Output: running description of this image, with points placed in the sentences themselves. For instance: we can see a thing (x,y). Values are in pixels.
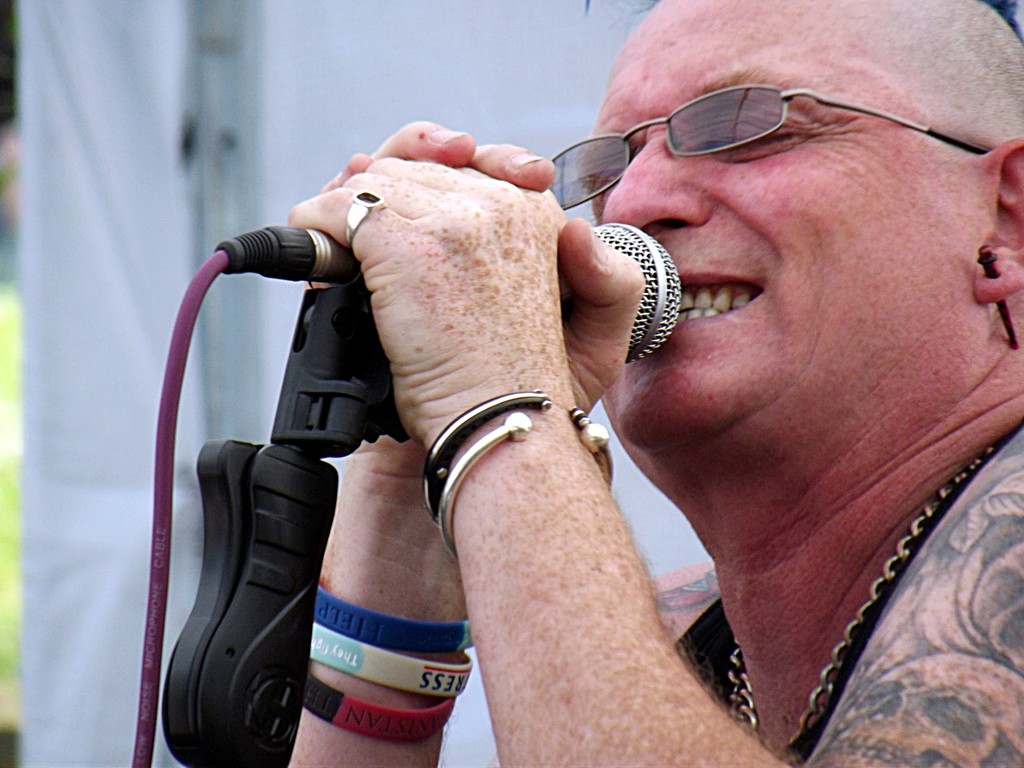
In this image there is a person (544,428) holding a mic (349,262) and placed it in front of his mouth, behind him there is a white color banner (301,129).
